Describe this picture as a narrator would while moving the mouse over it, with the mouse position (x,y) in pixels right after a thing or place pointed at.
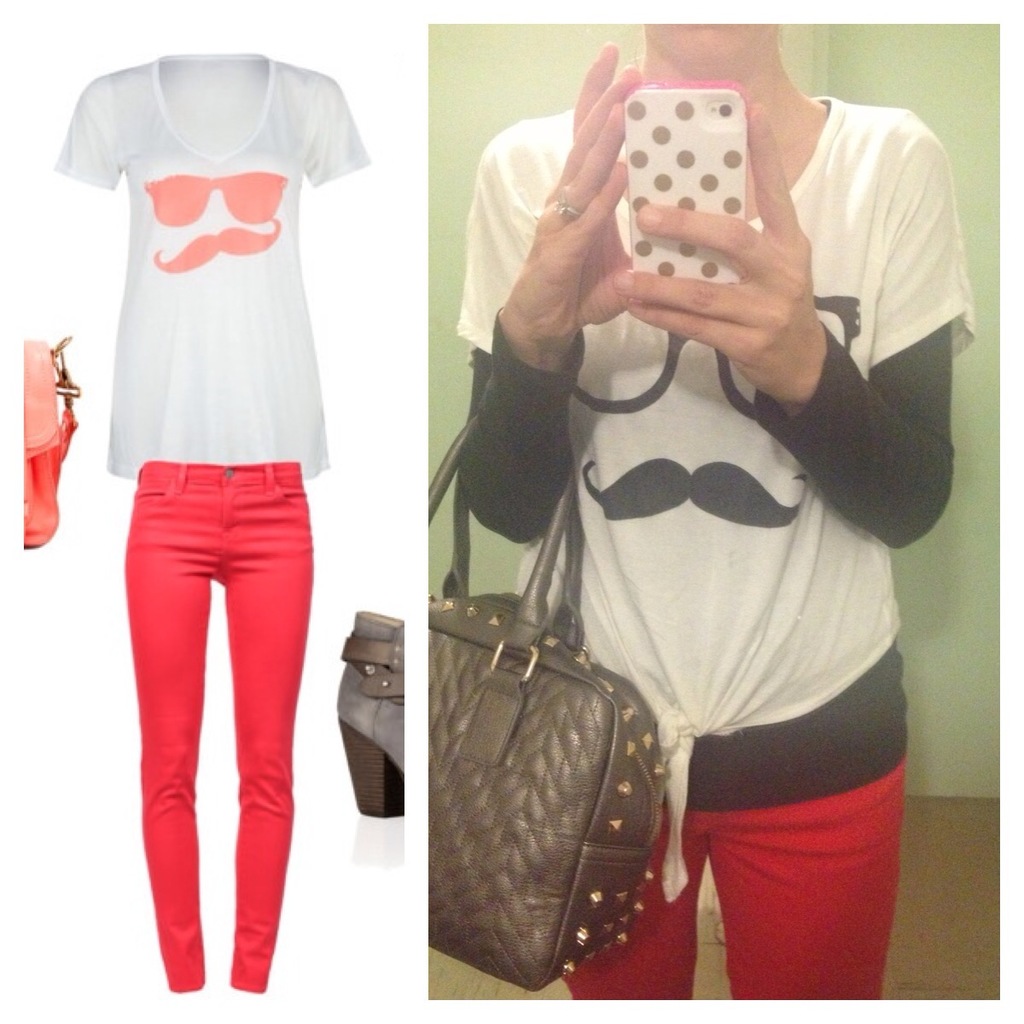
there is a person (843,667) wearing a handbag (555,710) and holding a mobile phone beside that there is a image of t-shirt (143,325) and pant (198,939).
